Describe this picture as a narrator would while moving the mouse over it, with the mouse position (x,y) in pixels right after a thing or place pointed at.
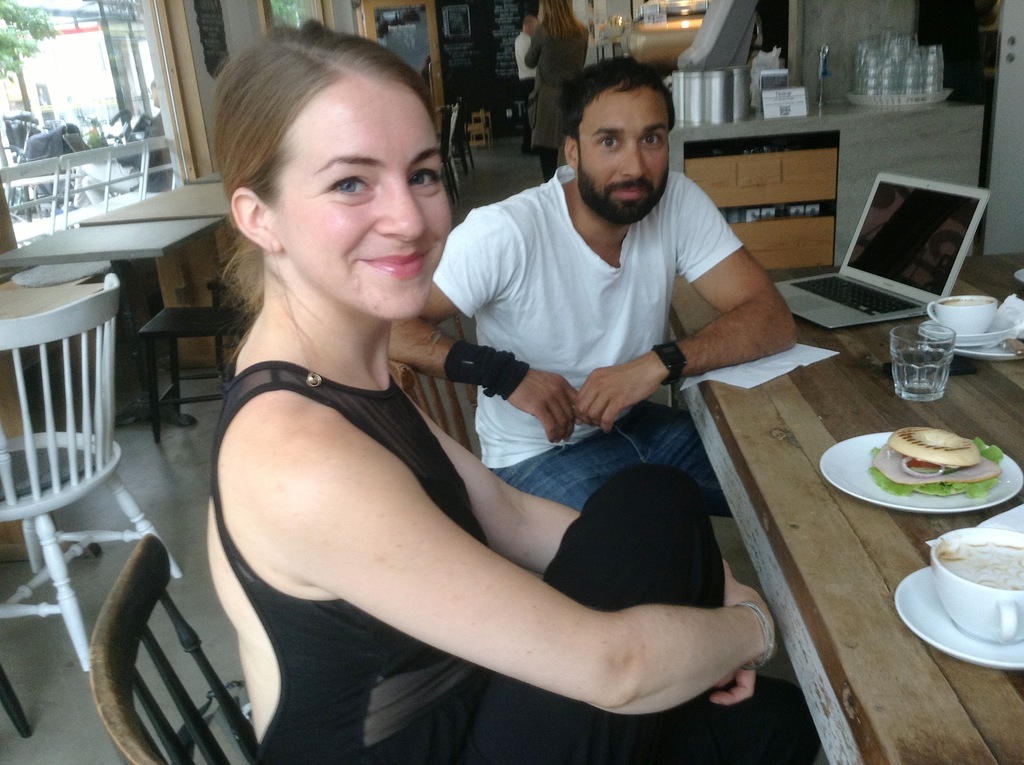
In this picture inside of the restaurant (480,259). The two persons (498,405) are sitting in a chair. There is a table (743,429). There is a laptop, glass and something food items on the table (700,415). We can see in the background (29,108) there is a bikes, trees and buildings (41,113).
